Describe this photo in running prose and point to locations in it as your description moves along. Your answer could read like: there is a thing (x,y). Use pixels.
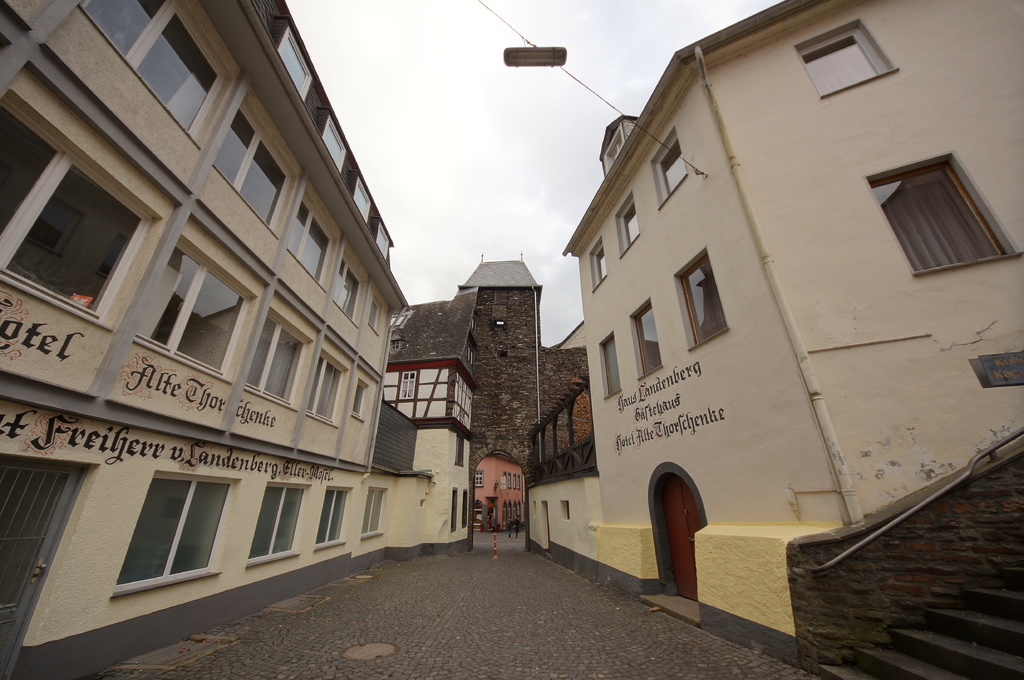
In this picture there are buildings (646,295) on the right (690,344) and left side of the image (215,265), on which there are windows (704,323) and there are stairs (931,653) in the bottom right side of the image (939,649), there is rope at the top side of the image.
